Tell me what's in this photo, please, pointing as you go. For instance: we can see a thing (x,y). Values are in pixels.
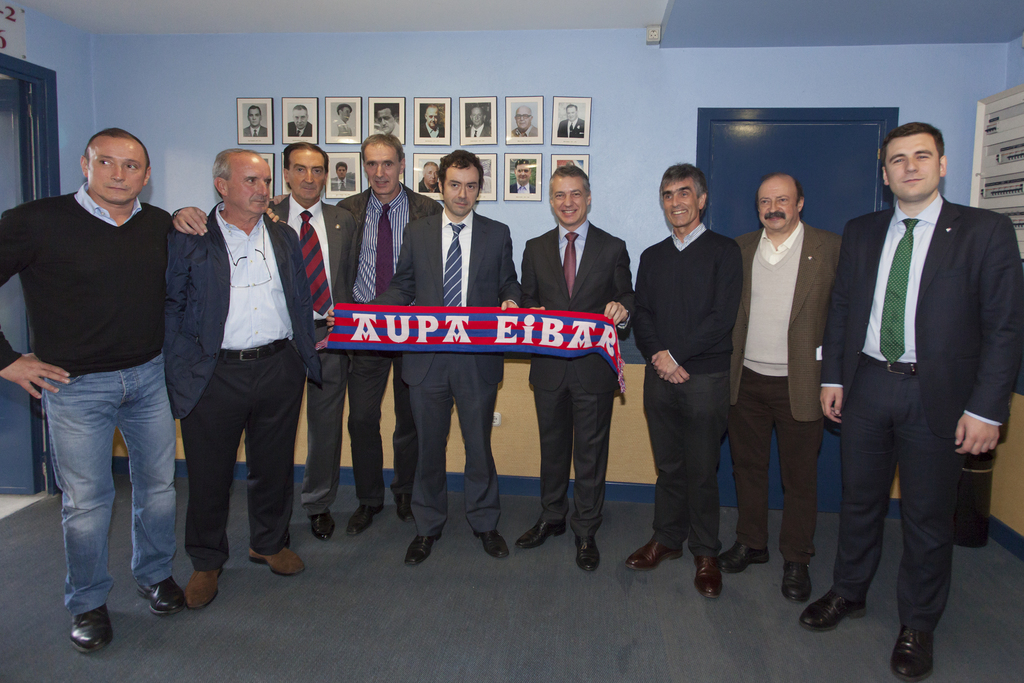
In the picture we can see some people (591,507) are standing wearing a black blazer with ties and shirts (230,335) and in the background (800,156), we can see a wall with a photo frame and a door (804,171) which is blue in color.
